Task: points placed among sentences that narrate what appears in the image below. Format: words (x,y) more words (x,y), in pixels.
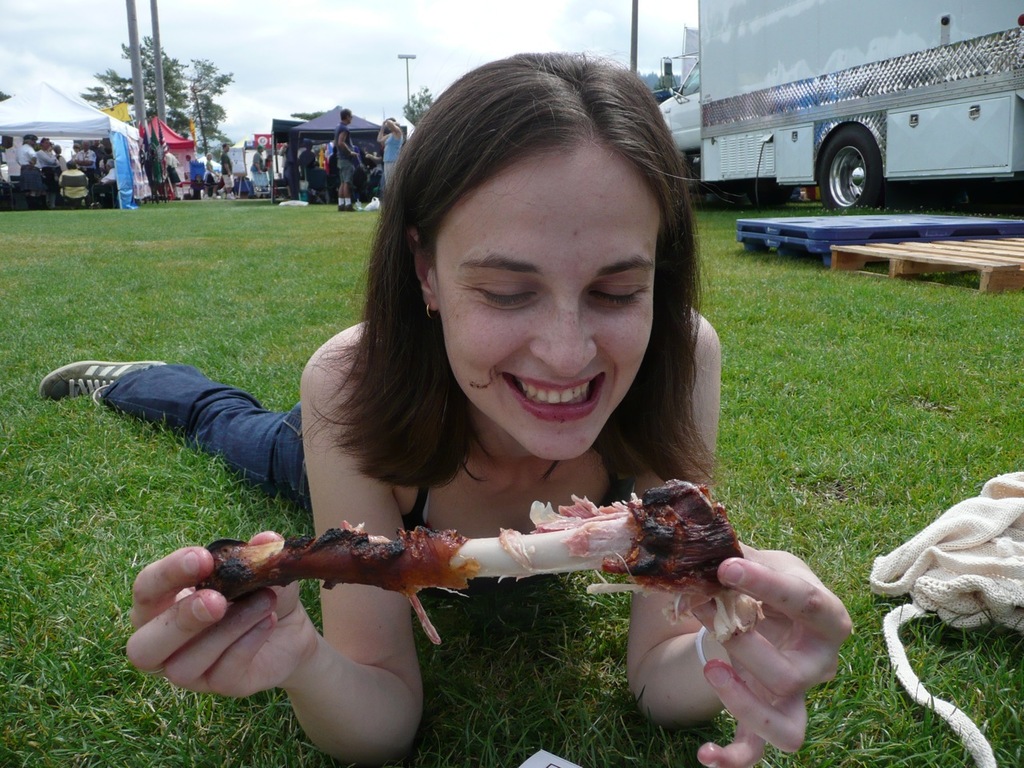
There is a woman (372,350) laying and holding a bone (642,540). We can see cloth (896,666) on the grass (488,660). In the background (743,52) we can see people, vehicle (974,139), tables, tents (42,111), poles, light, trees (410,114) and sky (445,33).
